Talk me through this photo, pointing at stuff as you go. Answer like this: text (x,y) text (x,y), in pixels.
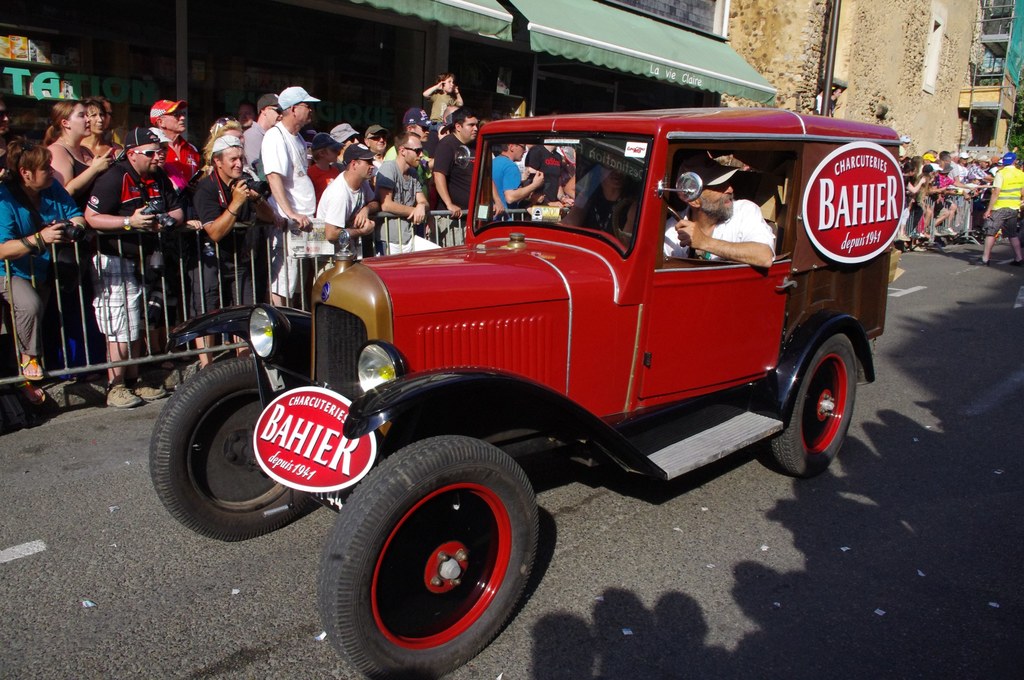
In a picture a person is driving a car (696,449) on the road (996,431) there are many people (397,241) watching them there are some buildings (770,66) near to the road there are some poles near to the road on the car (400,333) there are board (305,457) on the board (321,432) there is some text (292,456).
